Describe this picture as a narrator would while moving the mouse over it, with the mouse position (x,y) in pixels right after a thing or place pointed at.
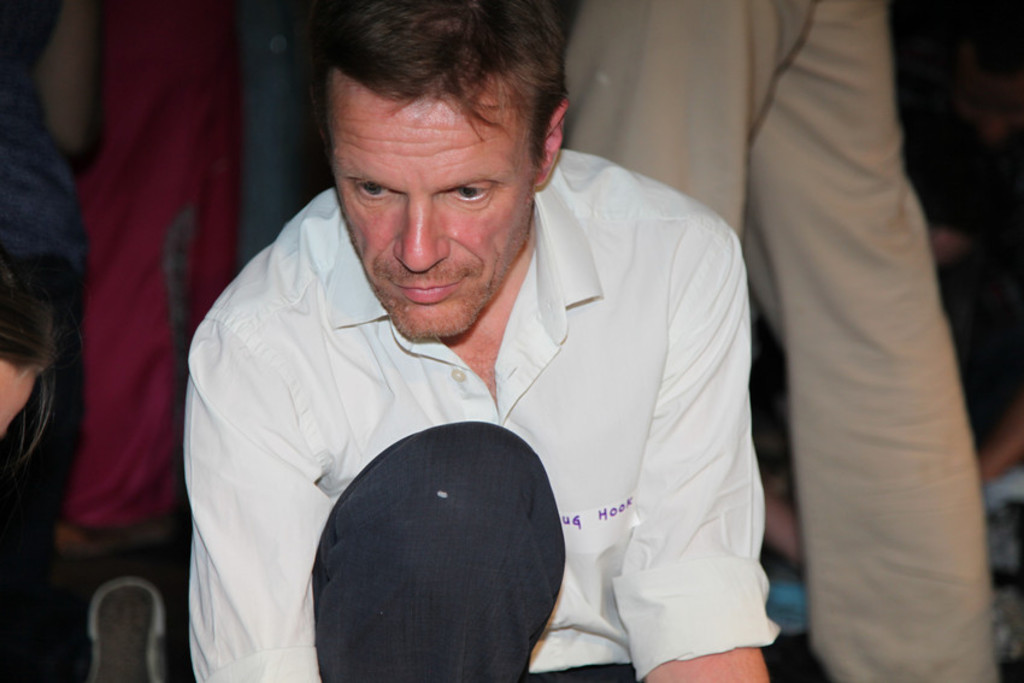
In this image, there is a person (363,361) and we can see some text (620,510) on the sticker (609,516), which is on his shirt (617,306). In the background (691,89), there are some other people (836,108).
